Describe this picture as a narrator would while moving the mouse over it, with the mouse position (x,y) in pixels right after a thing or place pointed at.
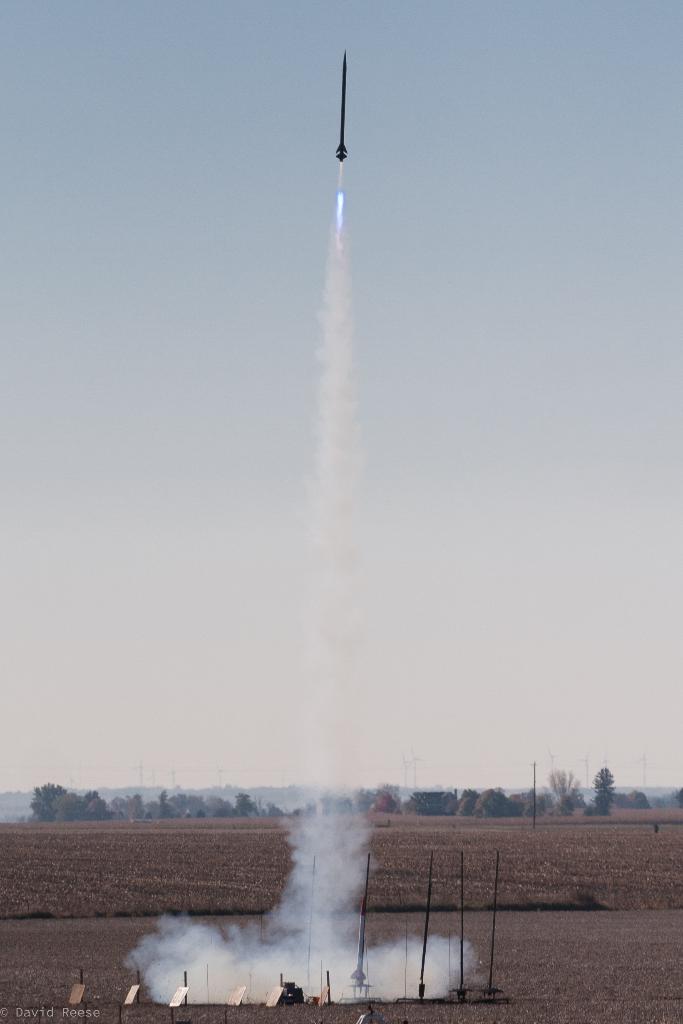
In the picture I can see a rocket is flying in the air. Here I can see poles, white smoke (304,963), trees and some other objects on the ground (483,846). In the background (206,587) I can see the sky (253,559). On the bottom left corner of the image (48,1012) I can see a watermark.
